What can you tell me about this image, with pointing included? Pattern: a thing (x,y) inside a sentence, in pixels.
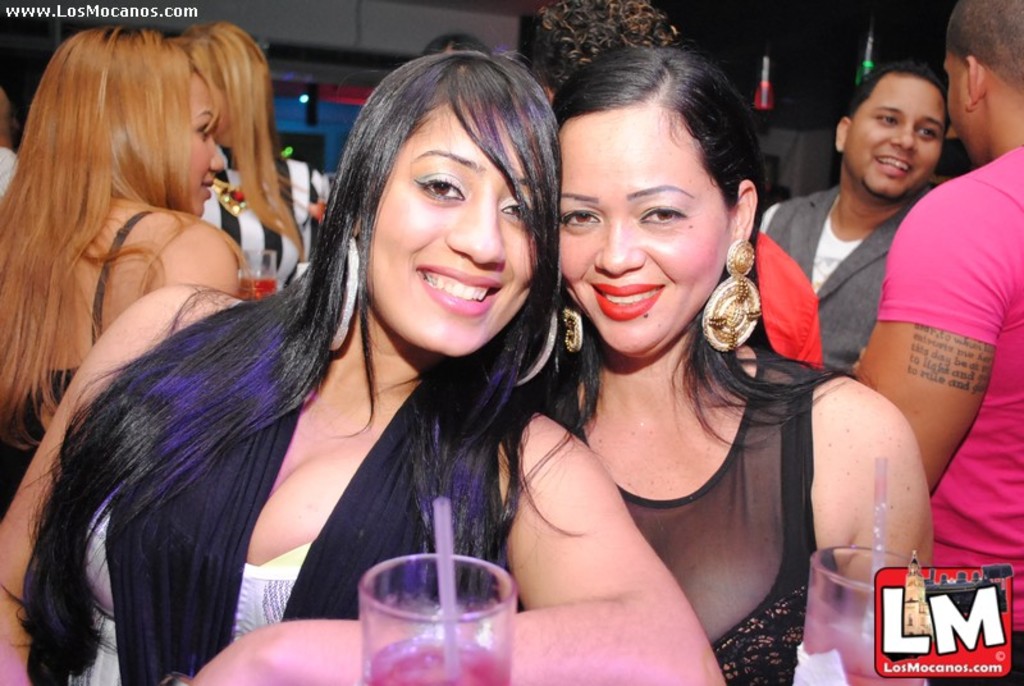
In this image I can see a woman (337,466) wearing white dress (261,583) and another woman (641,288) wearing black dress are smiling. In the background (250,193) I can see few other persons (172,139), few glass bottles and few other objects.
